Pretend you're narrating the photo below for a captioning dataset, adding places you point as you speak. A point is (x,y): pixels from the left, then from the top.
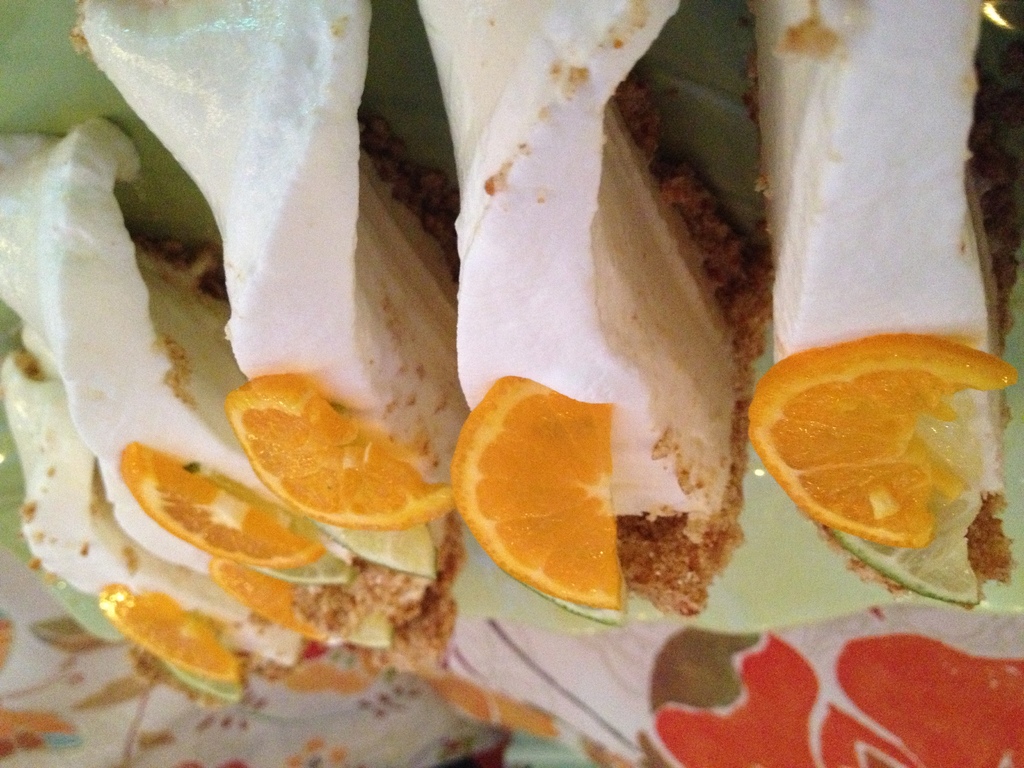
In this image I can see a green colored plate (782,583) in which I can see a food item (735,547) which is brown, white and orange in color. In the background (651,692) I can see few other objects (664,717) which are red, brown and white in color.
